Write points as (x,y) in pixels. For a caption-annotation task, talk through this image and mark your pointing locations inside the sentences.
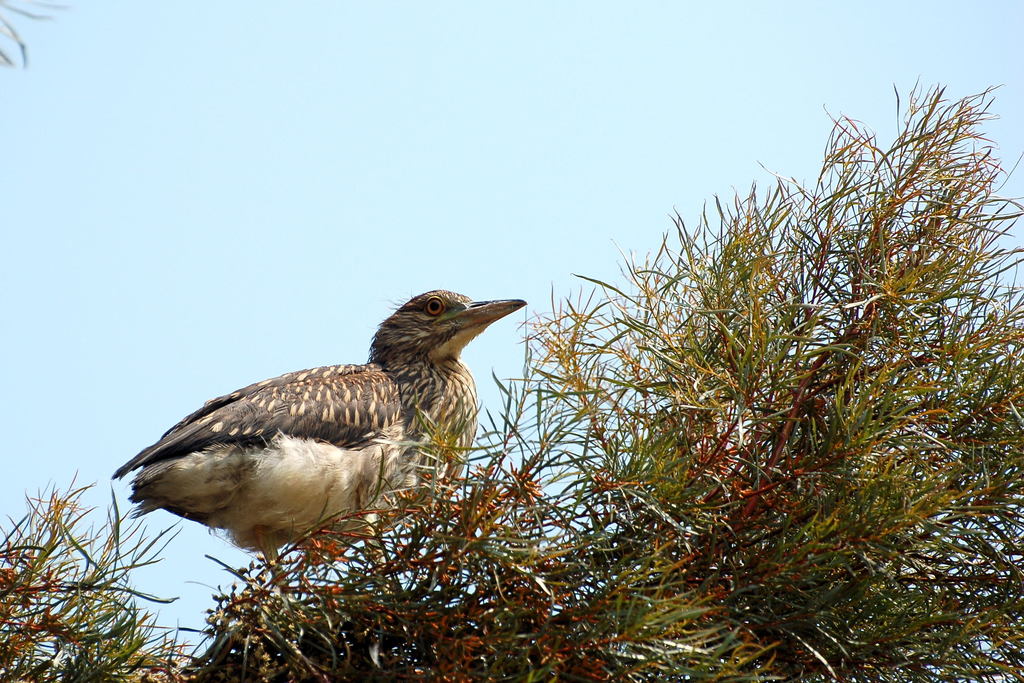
In this image we can see a bird (280,498) on a tree (494,542). In the background (280,208) there is sky (696,104).
